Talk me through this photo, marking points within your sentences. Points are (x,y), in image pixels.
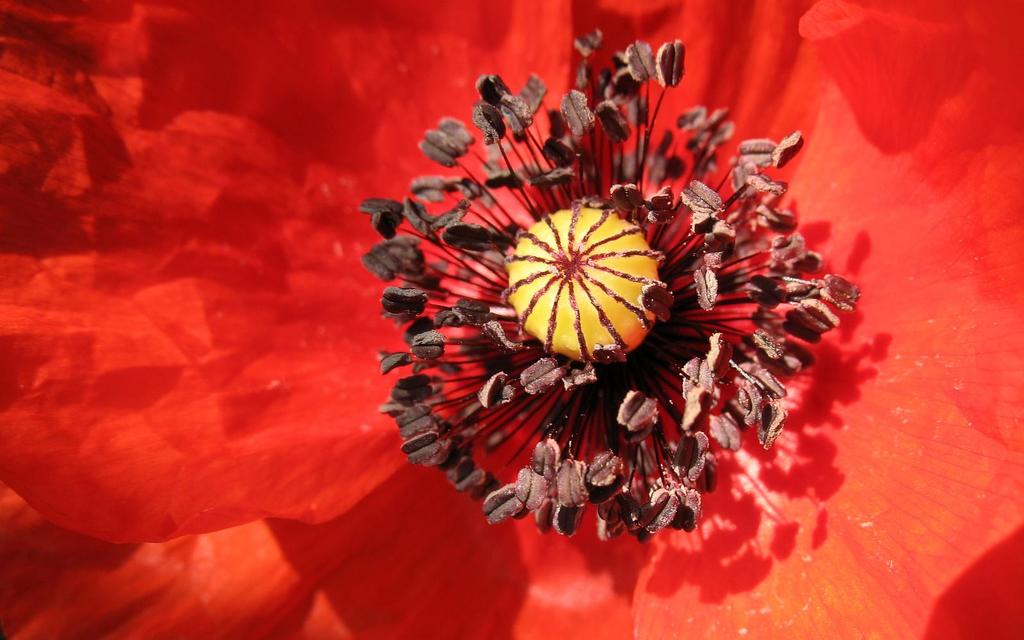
In this image there is a red flower (958,379). In the red flower (947,248) there is a stigma (618,249) and there are pollen grains (700,235) around it. At the bottom (268,541) there are petals (215,545) of the flower (199,526).
